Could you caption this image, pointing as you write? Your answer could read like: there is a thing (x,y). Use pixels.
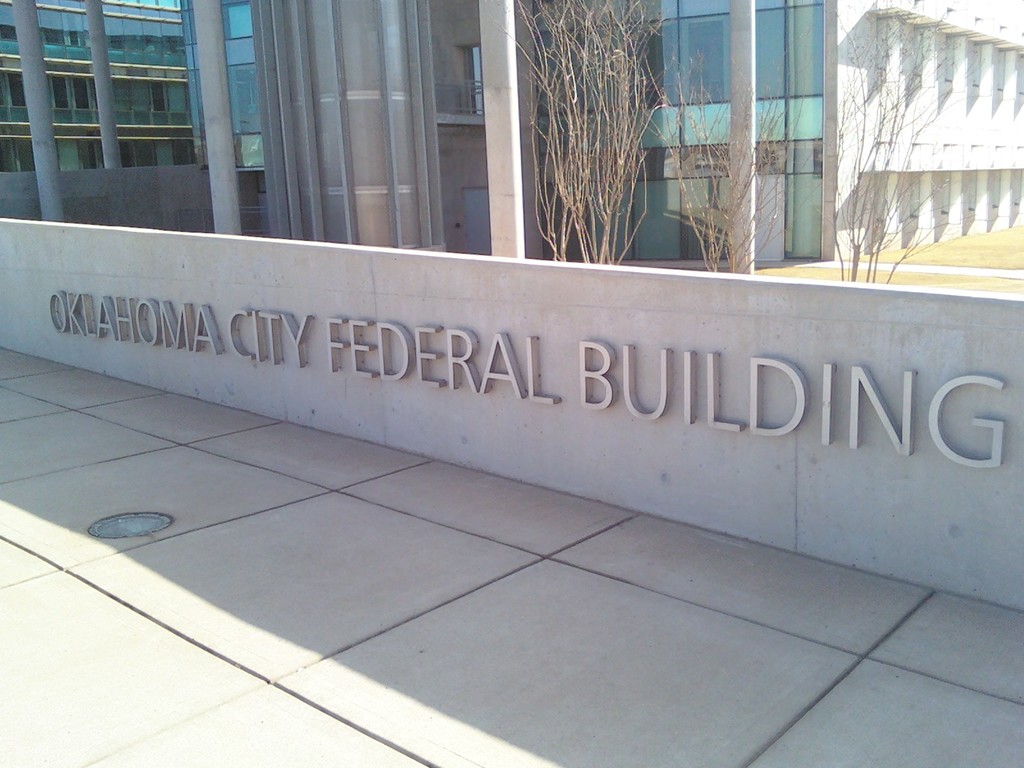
In this image there is a building (525,102) towards the top of the image (613,75), there are dried plants (562,150), there are pillars (490,109) towards the top of the image (213,57), there is a wall (585,327), there is text (856,401) on the wall (292,301), there is floor (449,609) towards the bottom of the image (389,671), there is an object (137,525) on the floor (142,498).
